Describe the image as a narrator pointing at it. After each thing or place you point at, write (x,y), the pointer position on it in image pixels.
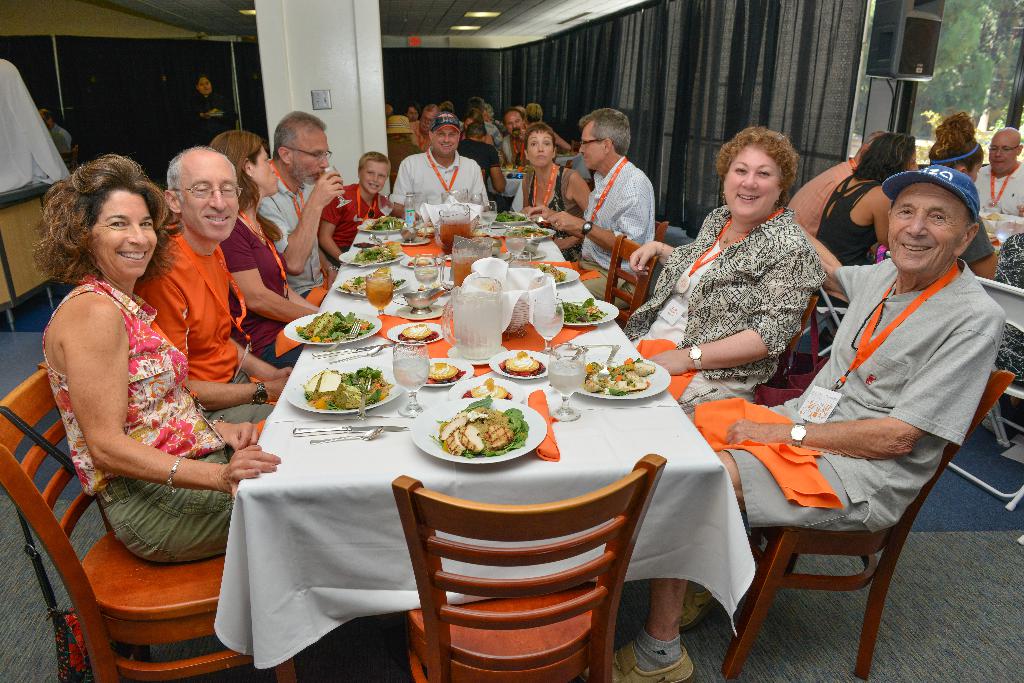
This is an inside view picture. Here we can see trees (985,57) through a glass (969,70). This is a pillar (355,48), lights (472,28), curtains (517,72). Here we can see few persons (214,88) standing and all the persons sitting on chairs (424,629) in front of a table (697,526) and on the table (569,459) we can see juice jars (478,257), glass of water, plates (465,390) and food (498,388), spoons (376,428) and forks (367,388). This is a floor carpet (958,601).
